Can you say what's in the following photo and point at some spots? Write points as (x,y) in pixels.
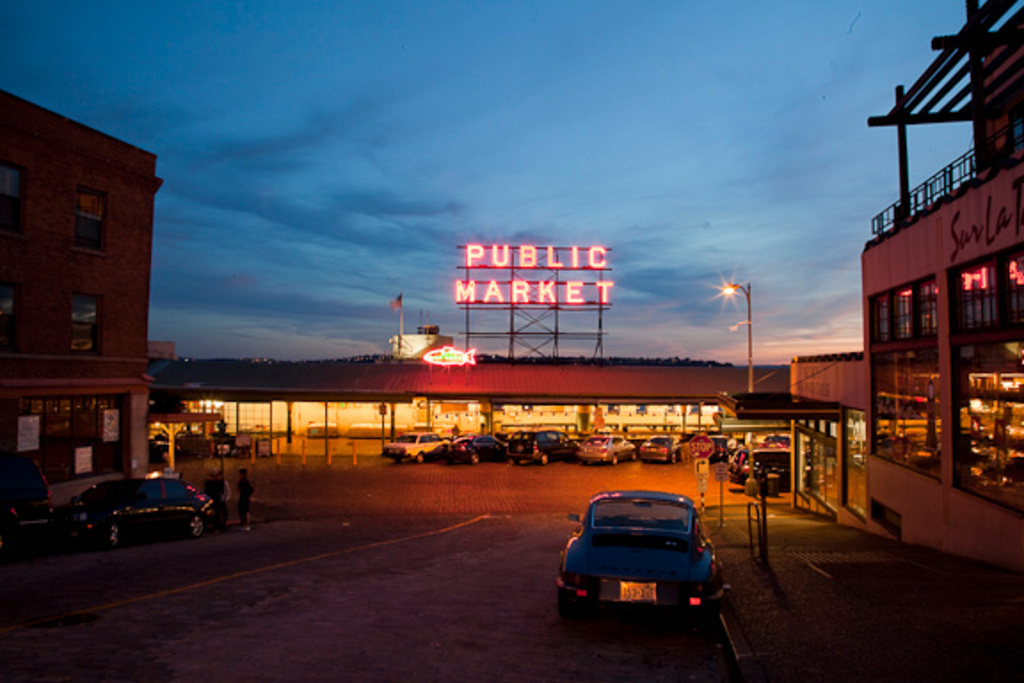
In this image we can see buildings (599,375), a board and a flag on the building (427,336), there are cars (585,460) on the road (357,549) and two people (244,512) standing near a car (204,506), there is a street light (726,292) and a sign board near the building (442,341).
